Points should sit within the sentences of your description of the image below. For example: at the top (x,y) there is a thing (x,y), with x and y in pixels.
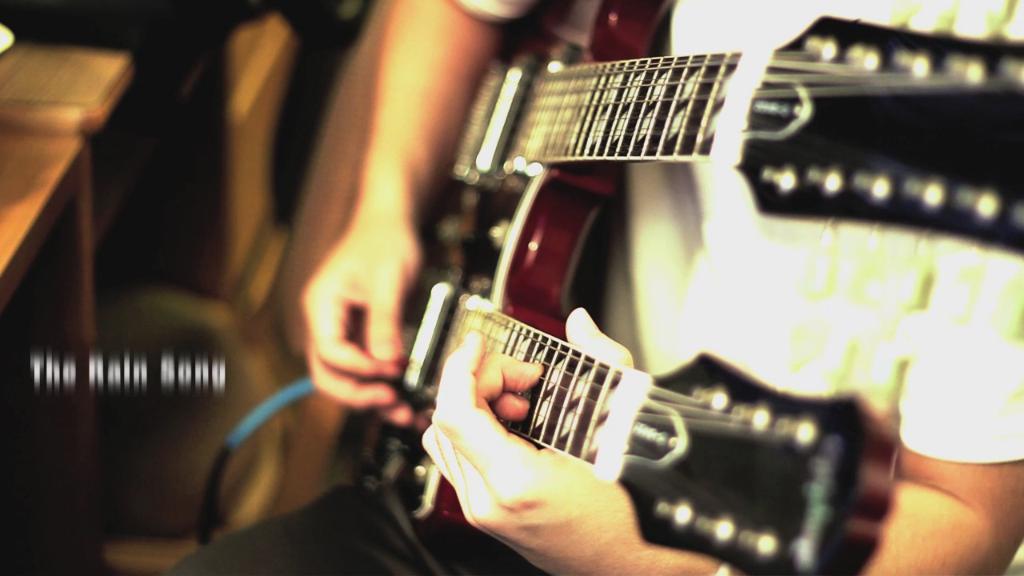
In this image we can see a person (768,278) is playing guitar (486,340). There is a table (58,146) and watermark (187,355) on the left side of the image (124,355).
